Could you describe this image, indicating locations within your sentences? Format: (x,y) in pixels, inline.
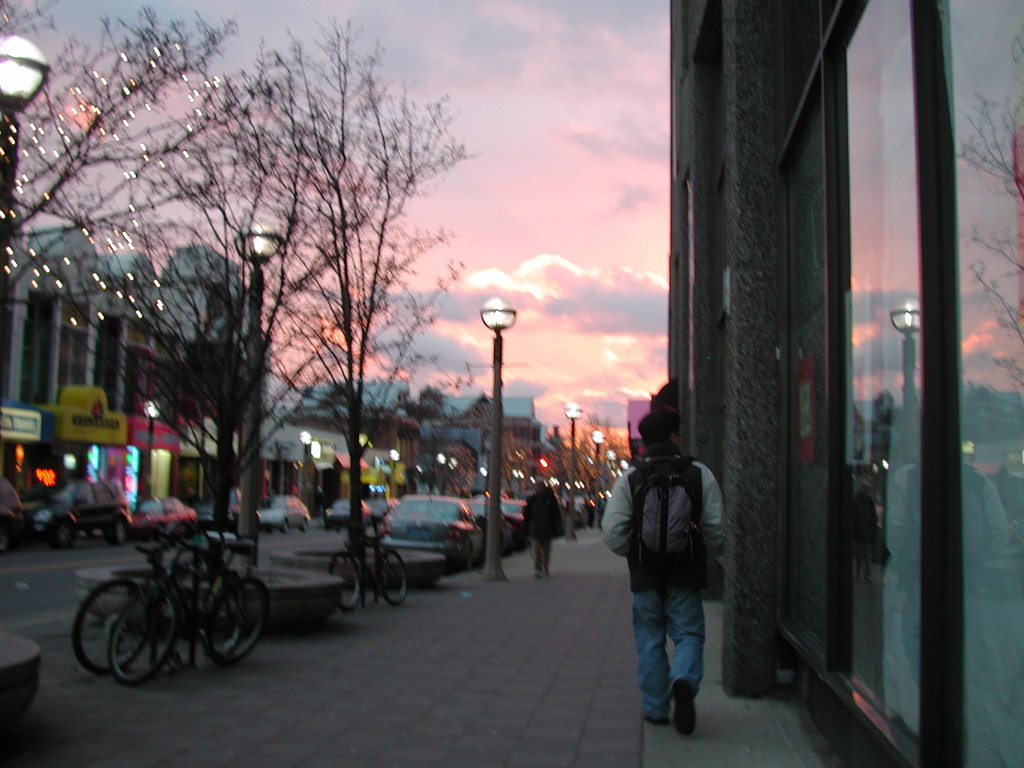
In this image, there a few people (554,527) and vehicles (509,509). We can see some poles (253,347) with lights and trees (356,497). We can see some buildings (336,452). We can see some boards (119,415) with text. We can see the ground (666,756) and the sky (620,354) with clouds (657,41).
